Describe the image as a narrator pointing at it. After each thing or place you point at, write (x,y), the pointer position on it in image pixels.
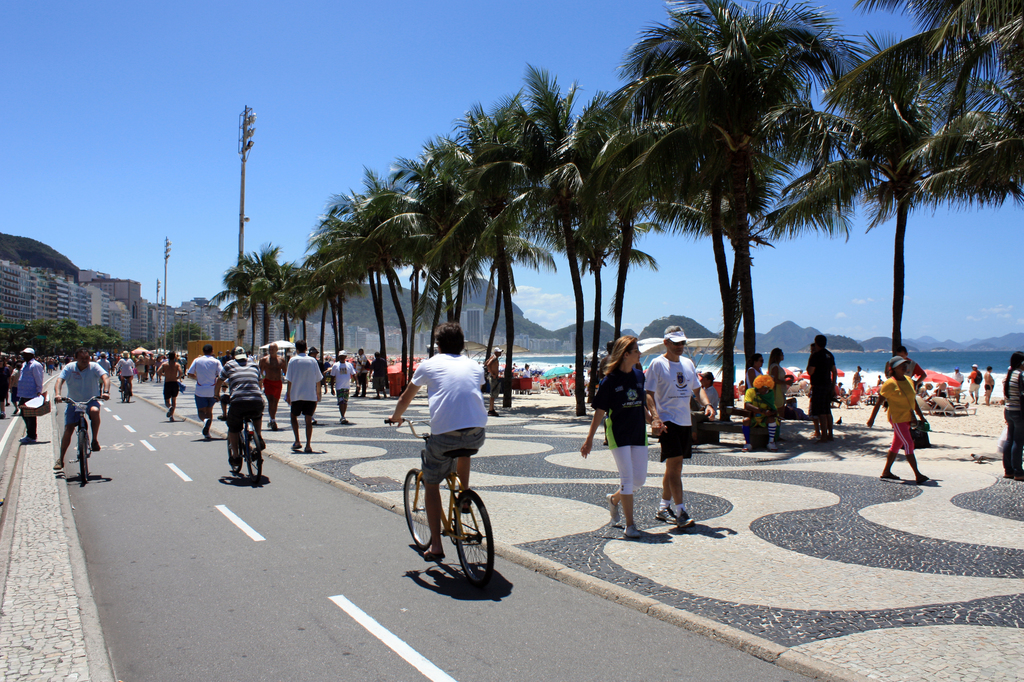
In this image I can see a road (289,540), on the road (293,528) I can see few persons (337,399) walking, and few persons (76,385) riding on bi-cycle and some persons (59,385) standing and in the middle (509,359) I can see trees (865,129) in the background (877,241) I can see the sky (112,56) and on the left side (107,302) I can see buildings (28,304) and poles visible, in the middle (537,323) I can see the hill (792,340) and the sea (953,362).
